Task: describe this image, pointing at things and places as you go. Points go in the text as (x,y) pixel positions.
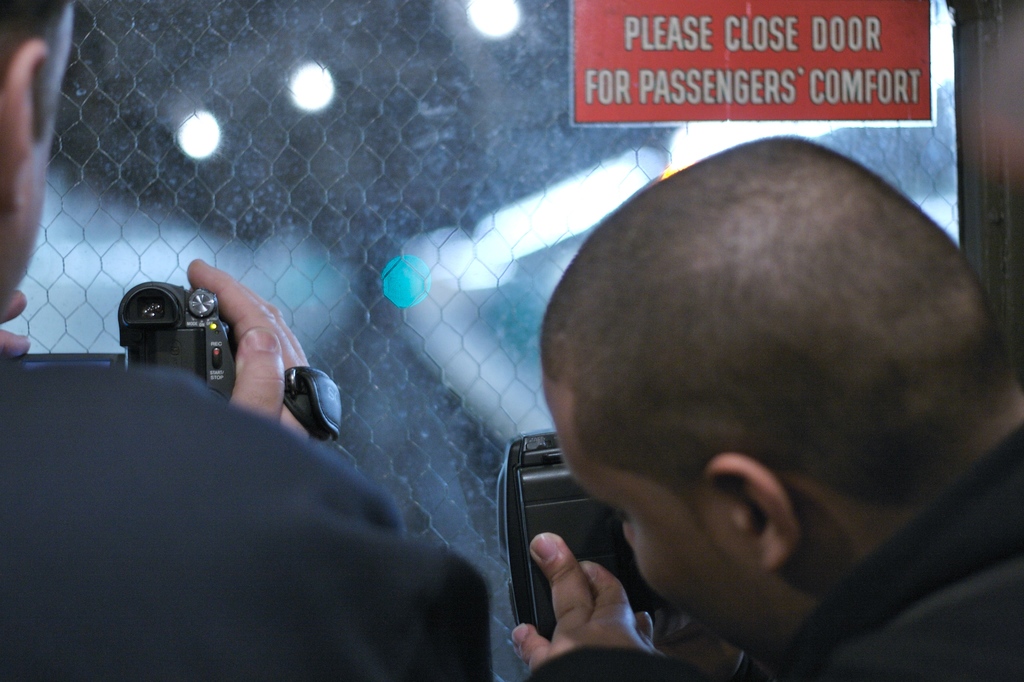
In this image I can see two persons (571,560) holding the camera (533,569) and these people (645,455) are in front of the glass (418,183). To the glass (492,64) there is a board (722,66).
